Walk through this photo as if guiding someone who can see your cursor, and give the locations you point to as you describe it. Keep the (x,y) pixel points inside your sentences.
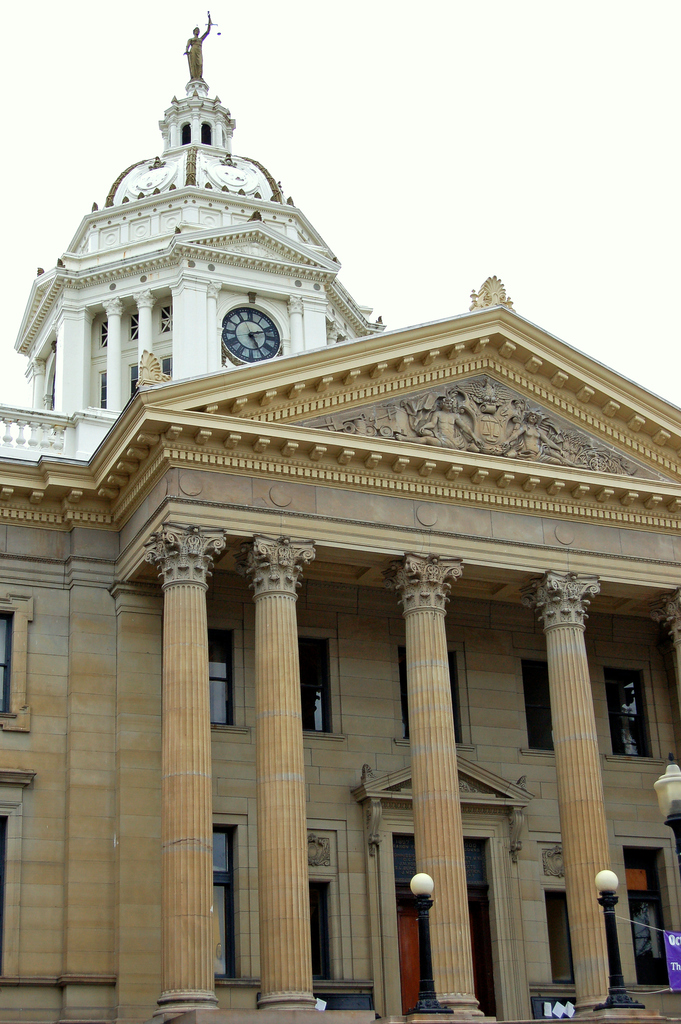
In the center of the image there is a building (429,743). In the background (500,209) we can see sky (432,125). At the bottom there are light poles (429,966).
